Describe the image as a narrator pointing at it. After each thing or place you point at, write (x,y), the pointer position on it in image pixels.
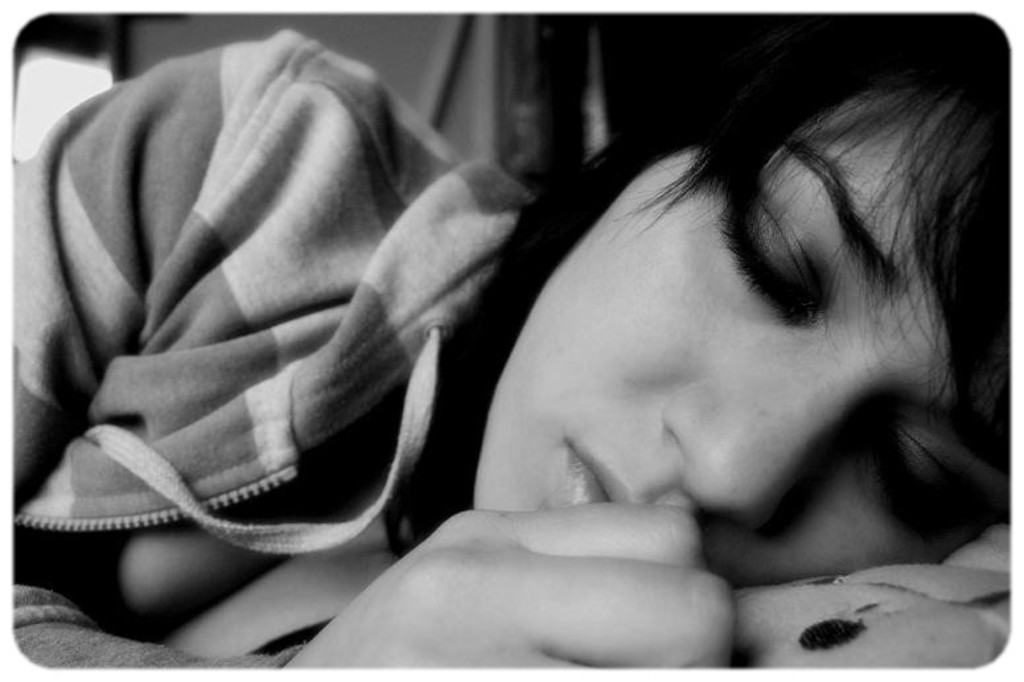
In the center of the image (634,326) we can see woman (609,342) sleeping on the bed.
